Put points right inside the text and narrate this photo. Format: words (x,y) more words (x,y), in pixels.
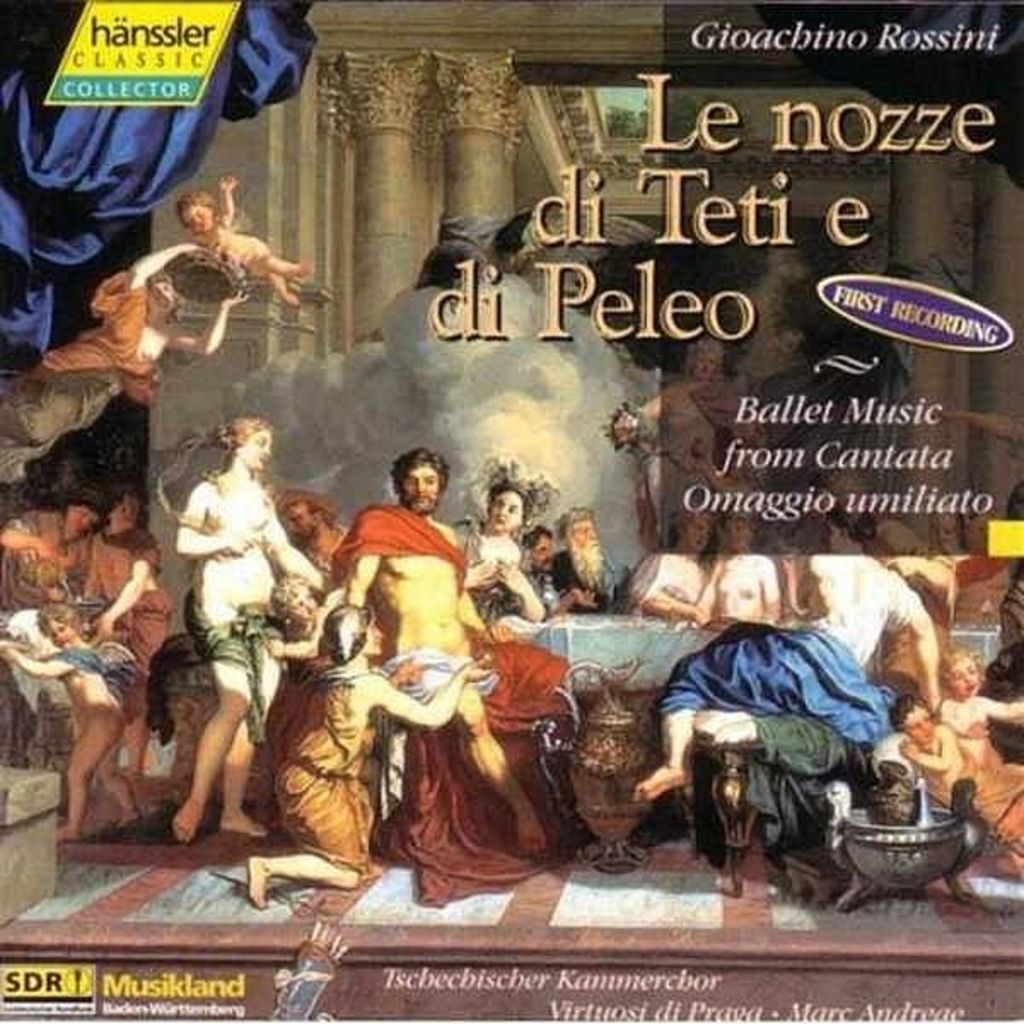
In this image we can see a poster (420,328) with depictions of person (373,685) and text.
